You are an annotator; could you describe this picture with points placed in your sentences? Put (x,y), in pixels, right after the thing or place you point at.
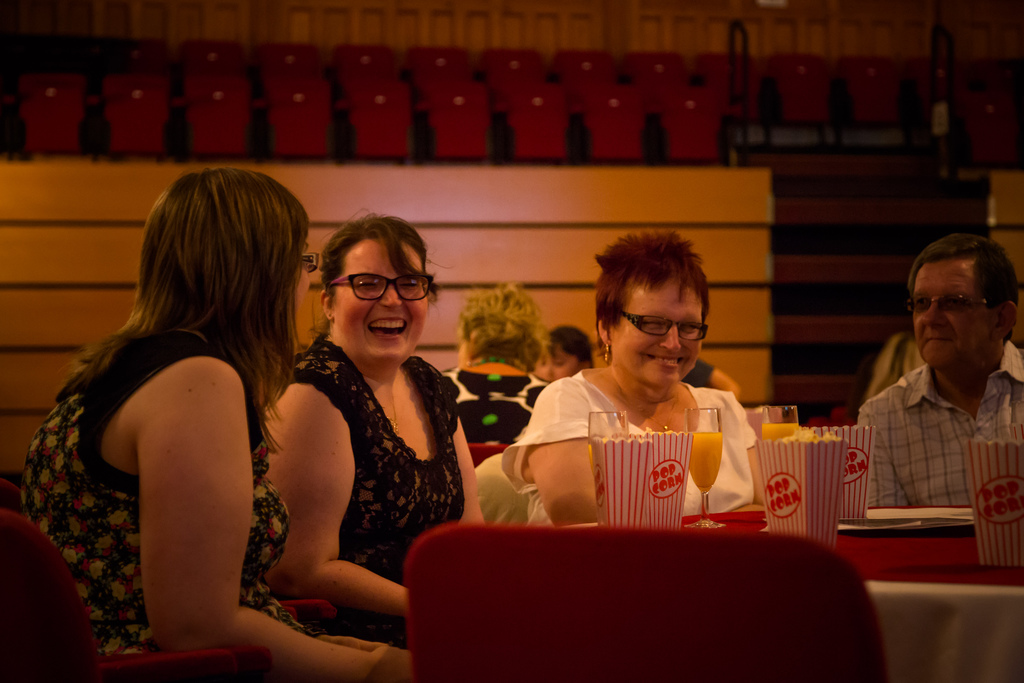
Here we can see a four people (1009,320) who are sitting on a chair (779,679) in front of a table (943,565). They are smiling. In the background (546,372) we can see a few people (531,323) as well.
